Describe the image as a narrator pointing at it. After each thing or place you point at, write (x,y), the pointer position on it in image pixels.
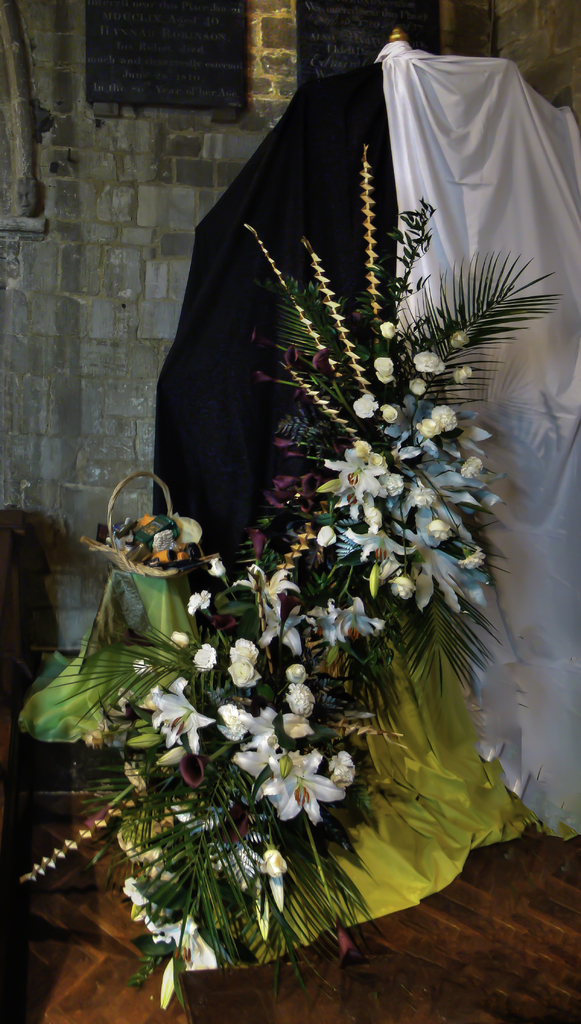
In this picture there are flowers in the center of the image (380,358) and there are boards (209,27) at the top side of the image (372,22), there is a cloth (406,246) it seems to be it is covered on something in the image.
